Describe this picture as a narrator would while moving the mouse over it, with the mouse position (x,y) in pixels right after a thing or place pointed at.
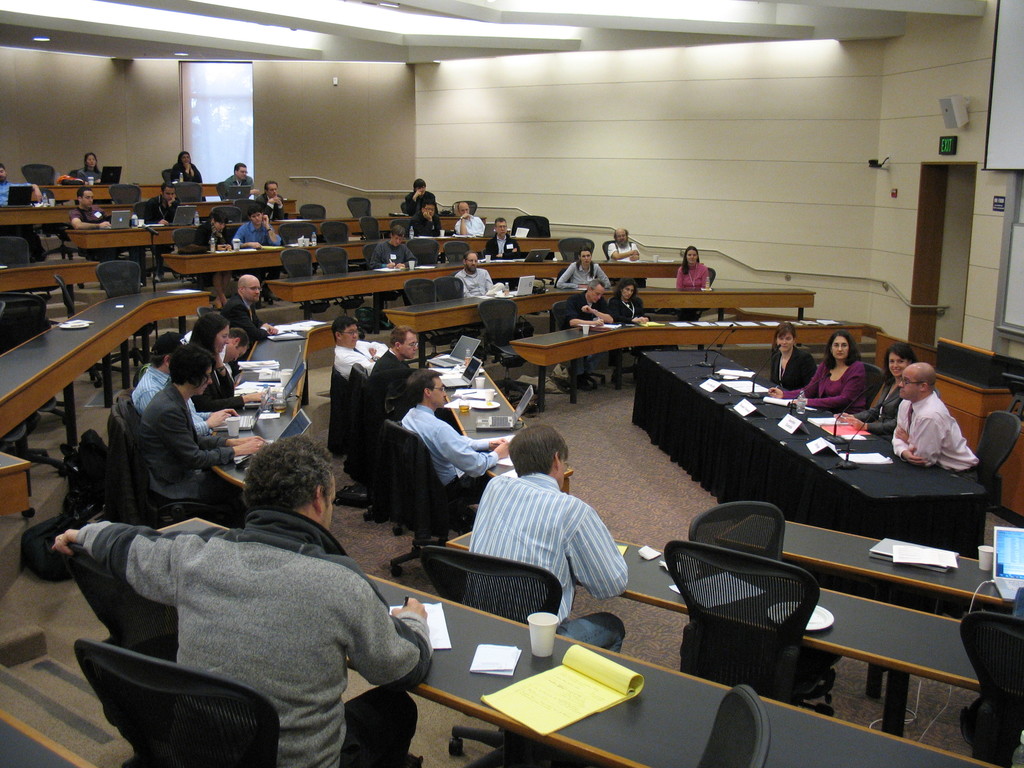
In this image there are many people (242,586) On the right (845,437) there is a table (865,446), cloth (744,451), in front of that there are four people (899,389) sitting on the chair (984,448). On the left (273,524) there is a man (211,621) he wear jacket (281,626) and trouser (387,698) he is writing something. In the background (551,123) there is a wall (608,124).
